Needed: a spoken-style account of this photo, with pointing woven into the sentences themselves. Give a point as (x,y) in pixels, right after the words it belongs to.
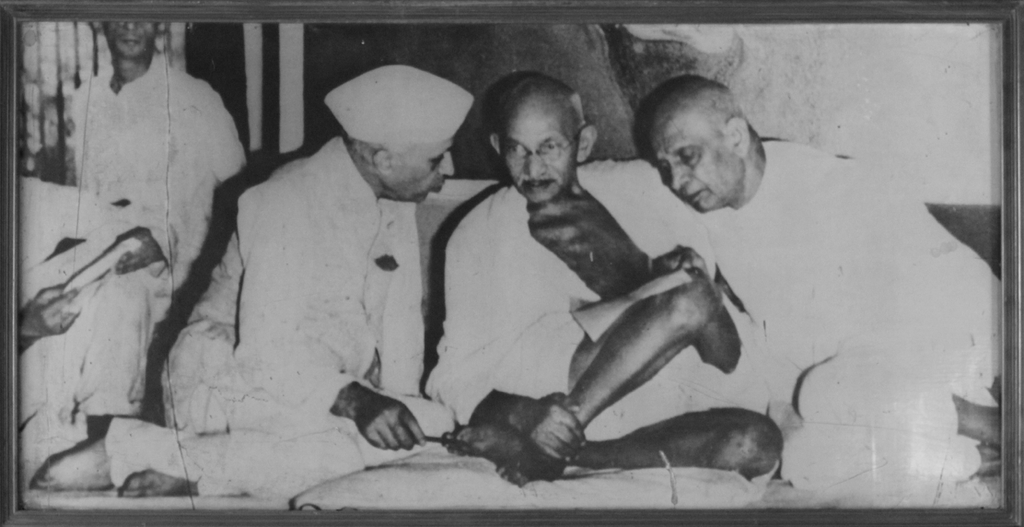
In this image I can see few people (408,80) are sitting. I can also see this image is black and white in colour.
